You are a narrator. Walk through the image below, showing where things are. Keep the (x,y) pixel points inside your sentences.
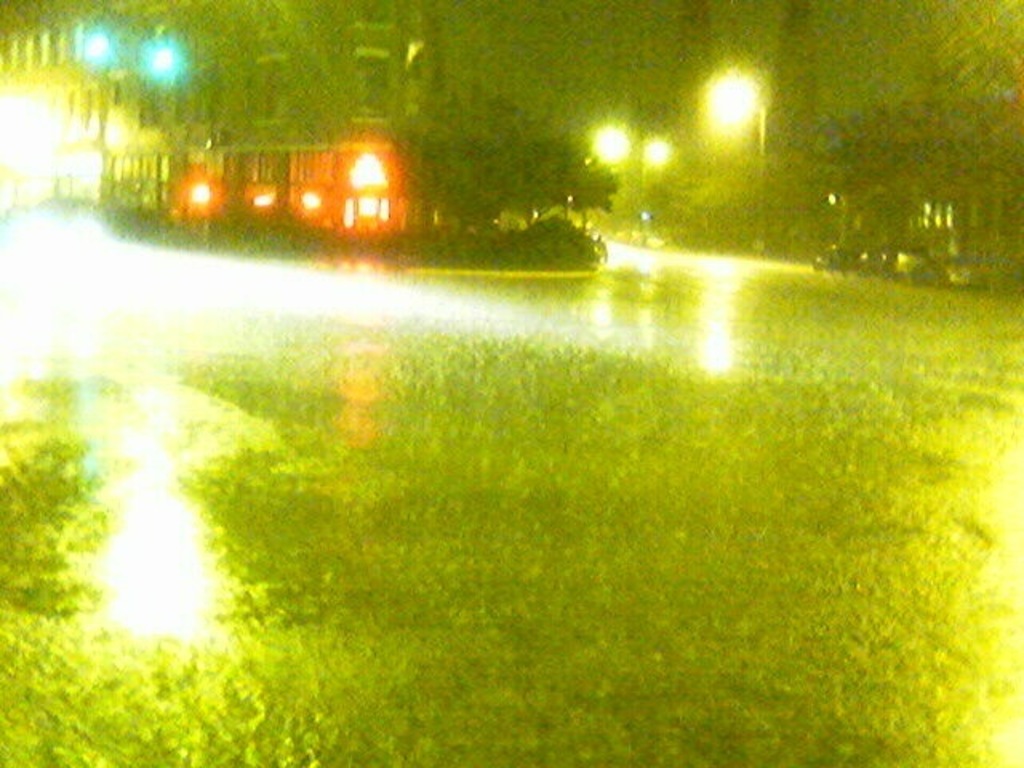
The picture is captured while raining and there is a road (491,337) and there is a building (417,52) at the center of the road (431,295) and beside the building (217,190) there are few trees (524,187) and there are also some street lights (663,160) around the building (80,138).
